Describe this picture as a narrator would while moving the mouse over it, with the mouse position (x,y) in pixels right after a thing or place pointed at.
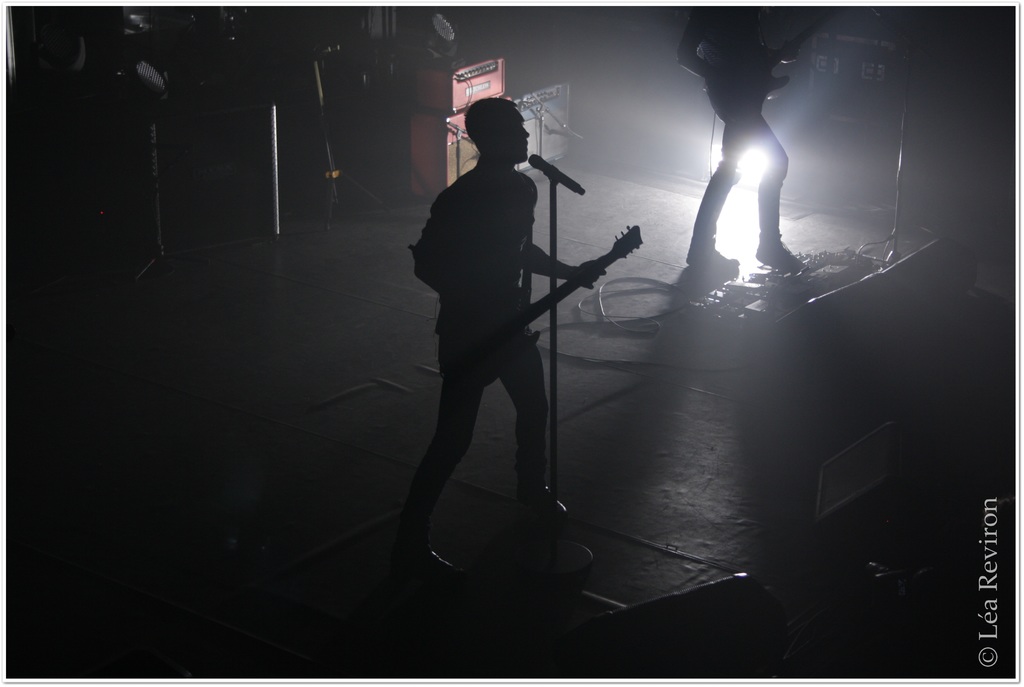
There is a boy (504,191) in the center of the image (511,357) by holding a guitar (478,352) in his hands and there is a mic (543,171) in front of him. There is another person (733,152) in the image and there are some objects (219,129) in the dark.
